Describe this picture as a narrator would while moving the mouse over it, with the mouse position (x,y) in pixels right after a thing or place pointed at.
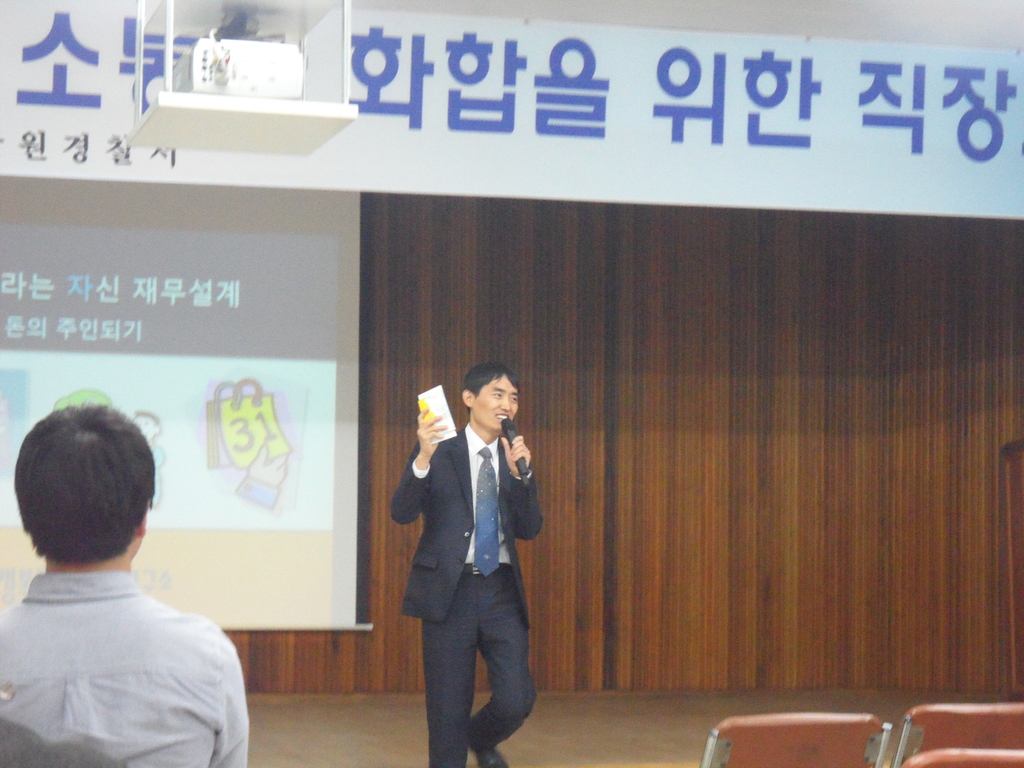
In this image there is a man (466,641) standing on the stage (752,696) holding microphone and some other object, behind him there is a banner (955,60) on the wall (982,539) and also there is a man (67,656) standing in front of the stage (633,755) beside him there are chairs (836,727).
